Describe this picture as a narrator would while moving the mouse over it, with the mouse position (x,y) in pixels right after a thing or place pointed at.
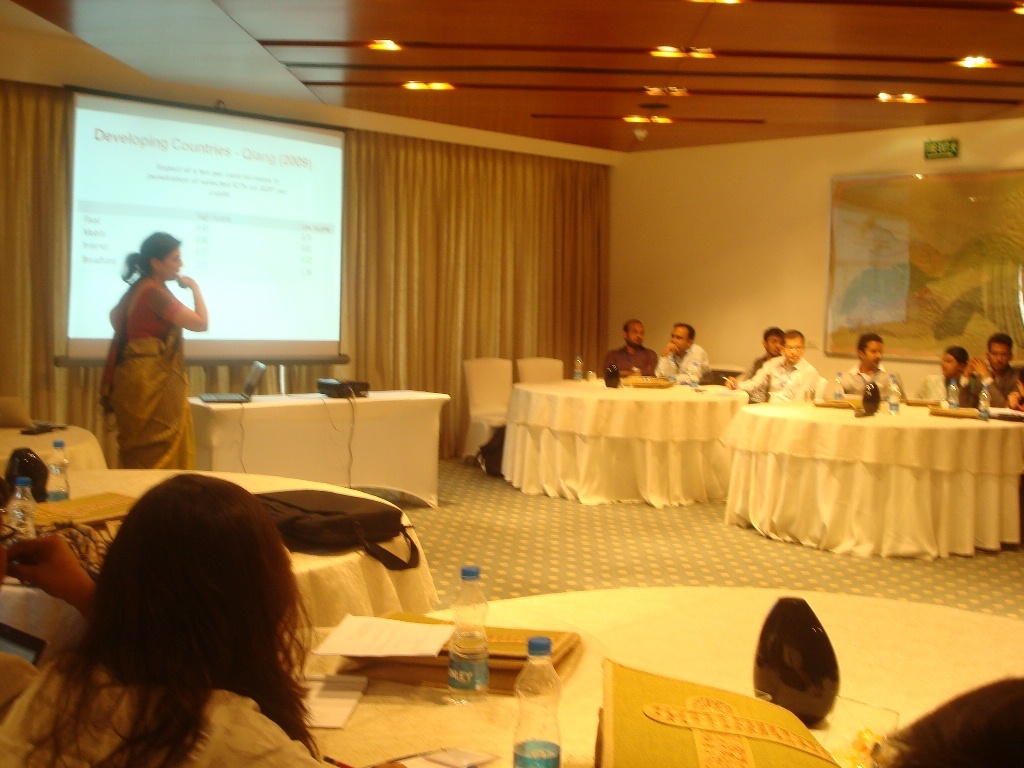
The picture is taken in a room (543,539). There are few people (758,396) sitting on chairs (503,387) at the tables (633,604). A cloth (687,612) is spread on table (510,466). On the table (646,628) there are bags (383,527), papers (388,640) and bottles (468,626). There is a woman (181,402) standing and beside her there is a table (300,419) on it there is a laptop (241,395) and projector (349,389). Behind her there is a projector board (260,247) and text (160,142) displayed on it. There are lights (381,44) to the ceiling (389,55). In the background (702,239) there is a wall (689,250), curtain (526,252) and picture frame (836,256).
